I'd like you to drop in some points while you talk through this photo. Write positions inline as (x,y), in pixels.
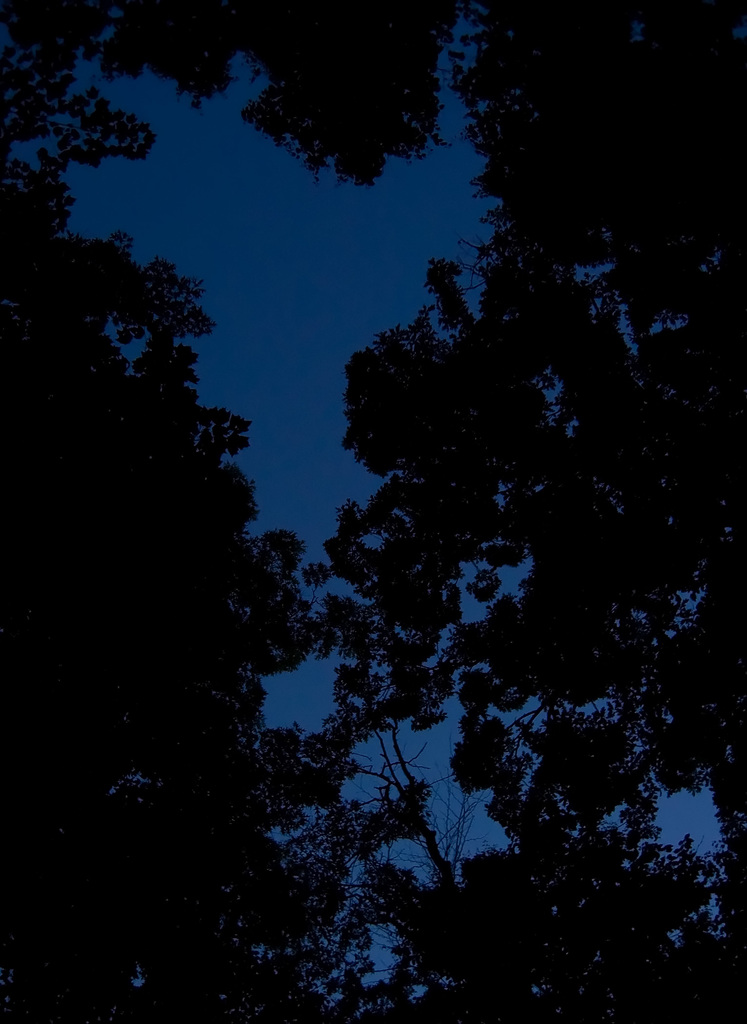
In this image we can see many trees (559,109). We can see the sky (347,285) in the image.
